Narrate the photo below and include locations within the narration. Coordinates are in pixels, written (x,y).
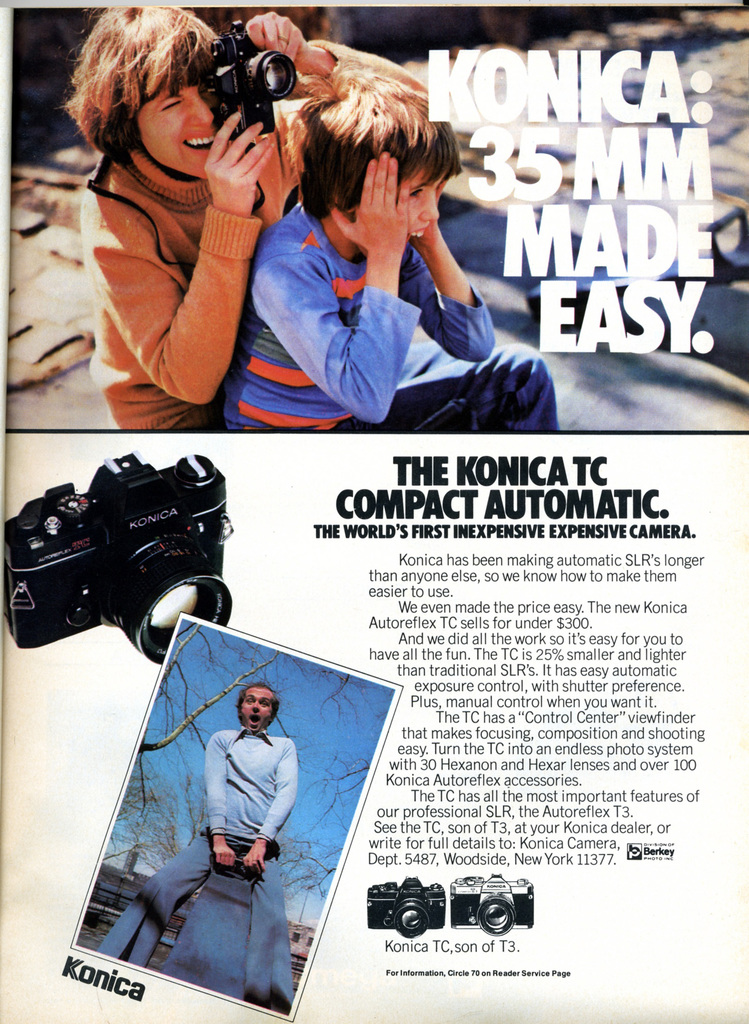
In this picture there is a person (142,313), who is wearing an orange shirt (196,267) and is holding a camera (252,84) in his hand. There is a boy (339,336) who is wearing a blue shirt (333,365). There is a camera (204,514). There is a frame (220,783) in which a man (258,790) is wearing a blue shirt (253,768). There is a sky (345,733) which is blue in color and a tree (173,737).
